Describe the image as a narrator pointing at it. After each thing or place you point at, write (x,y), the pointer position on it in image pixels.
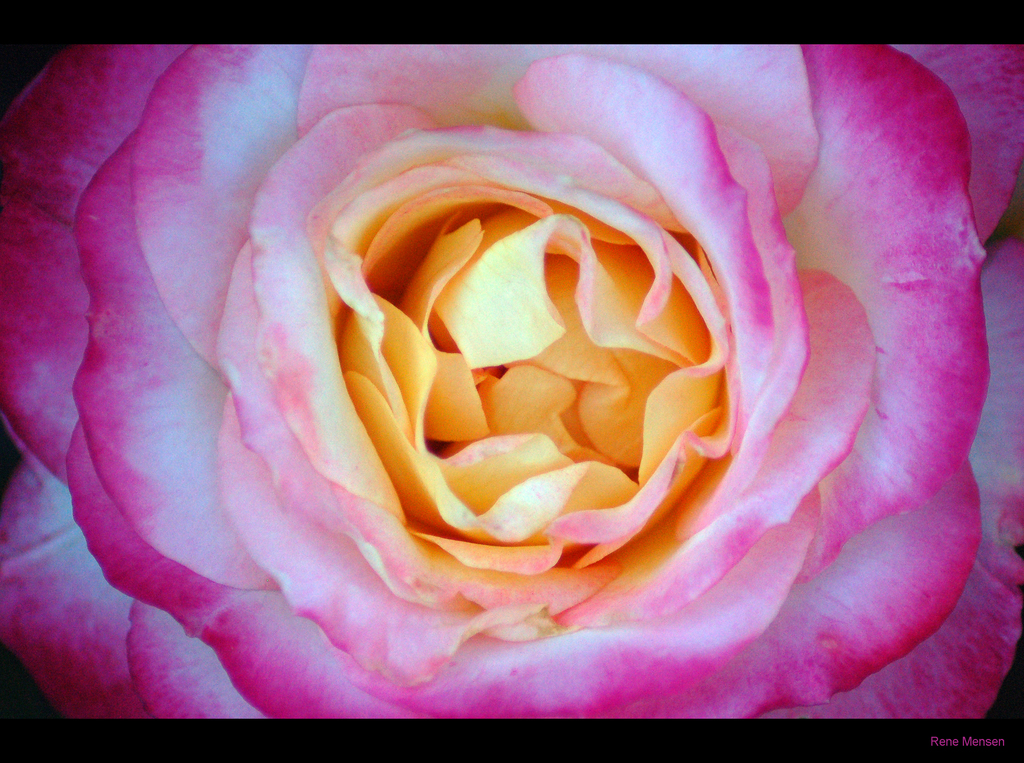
In this image, we can see a rose flower (499,581). At the top (390,32) and bottom of the image (551,733), we can see black color. On the right side (953,745) bottom corner, there is a watermark (944,741) in the image.
